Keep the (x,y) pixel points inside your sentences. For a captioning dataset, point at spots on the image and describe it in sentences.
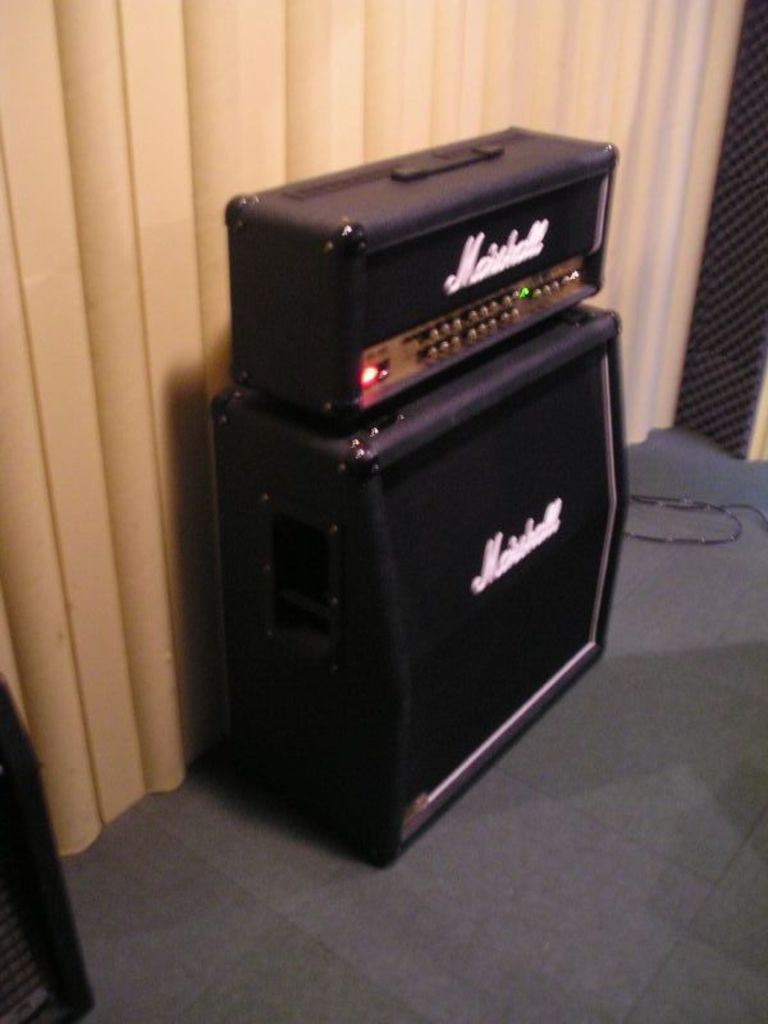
In this image, this looks like a speaker (432,563), which is placed on the floor (472,815). I think this is an electronic device (418,288), which is kept on the speaker (450,383). These are the curtains (201,174) hanging. At the bottom left corner of the image (45,964), I can see another object (40,940).
